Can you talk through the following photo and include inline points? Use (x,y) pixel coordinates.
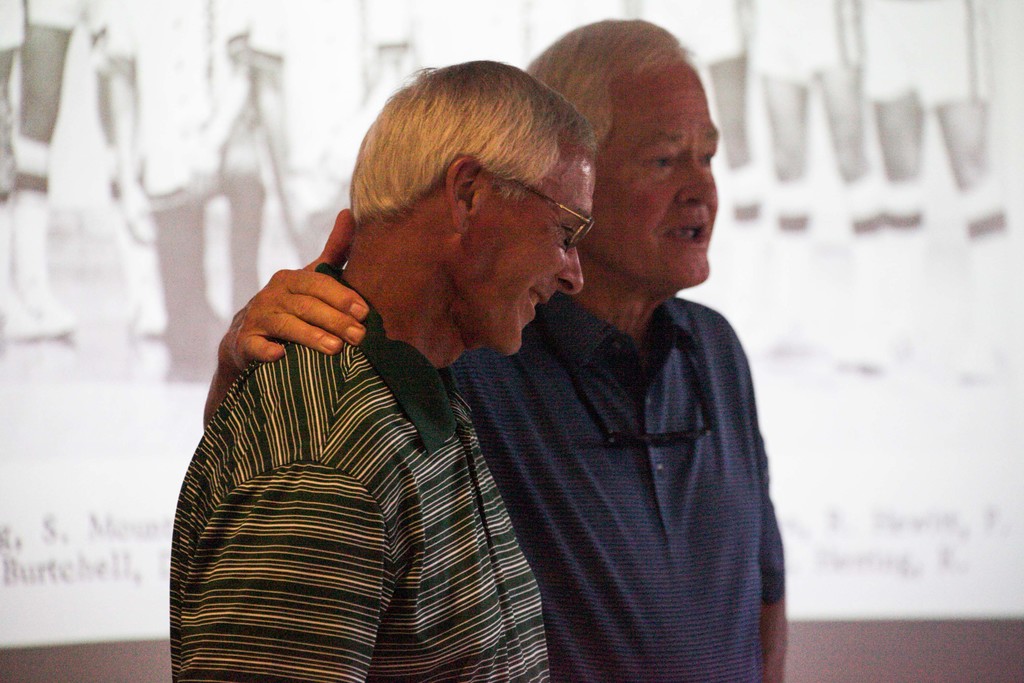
In the middle of the picture (375,450), the man (445,477) in green T-shirt (385,568) who is wearing spectacles (550,199) is standing. He is smiling. Beside him, the man (664,471) in the blue shirt (660,532) is standing. I think he is talking. Behind them, we see a white board (103,465) or a projector screen (243,219) which is displaying something on it.
